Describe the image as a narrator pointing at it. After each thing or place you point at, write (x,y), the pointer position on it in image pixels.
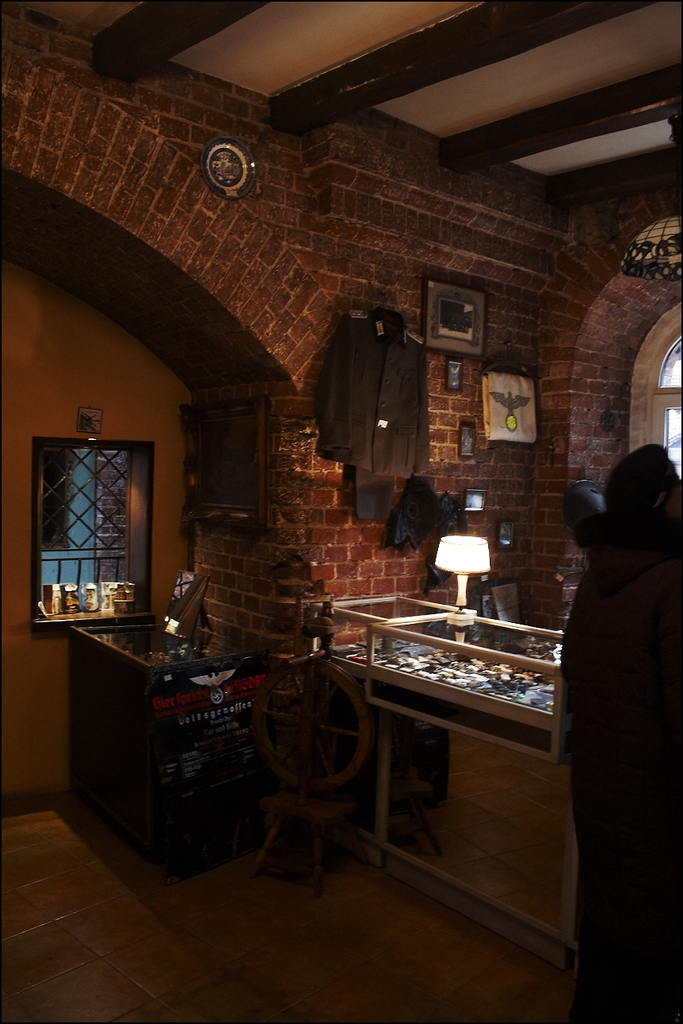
This image is taken inside a room (136,670). There is a stall (497,693). There is a wall (514,271) on which there are many objects (370,358). There is a mirror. At the top of the image (311,18) there is a ceiling (554,128).
